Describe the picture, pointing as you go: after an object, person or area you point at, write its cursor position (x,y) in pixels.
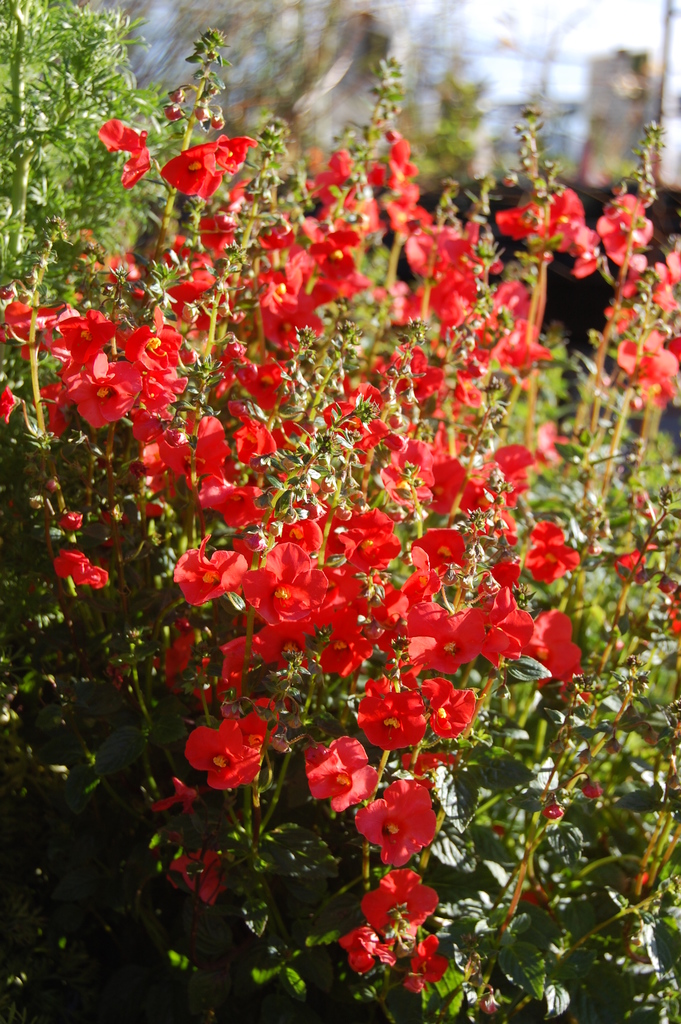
In this image I can see number of red colour flowers (486,484) in the front (336,331). On the top right side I can see a pole (660,164) and I can see this image is little bit blurry in the background (589,60).
